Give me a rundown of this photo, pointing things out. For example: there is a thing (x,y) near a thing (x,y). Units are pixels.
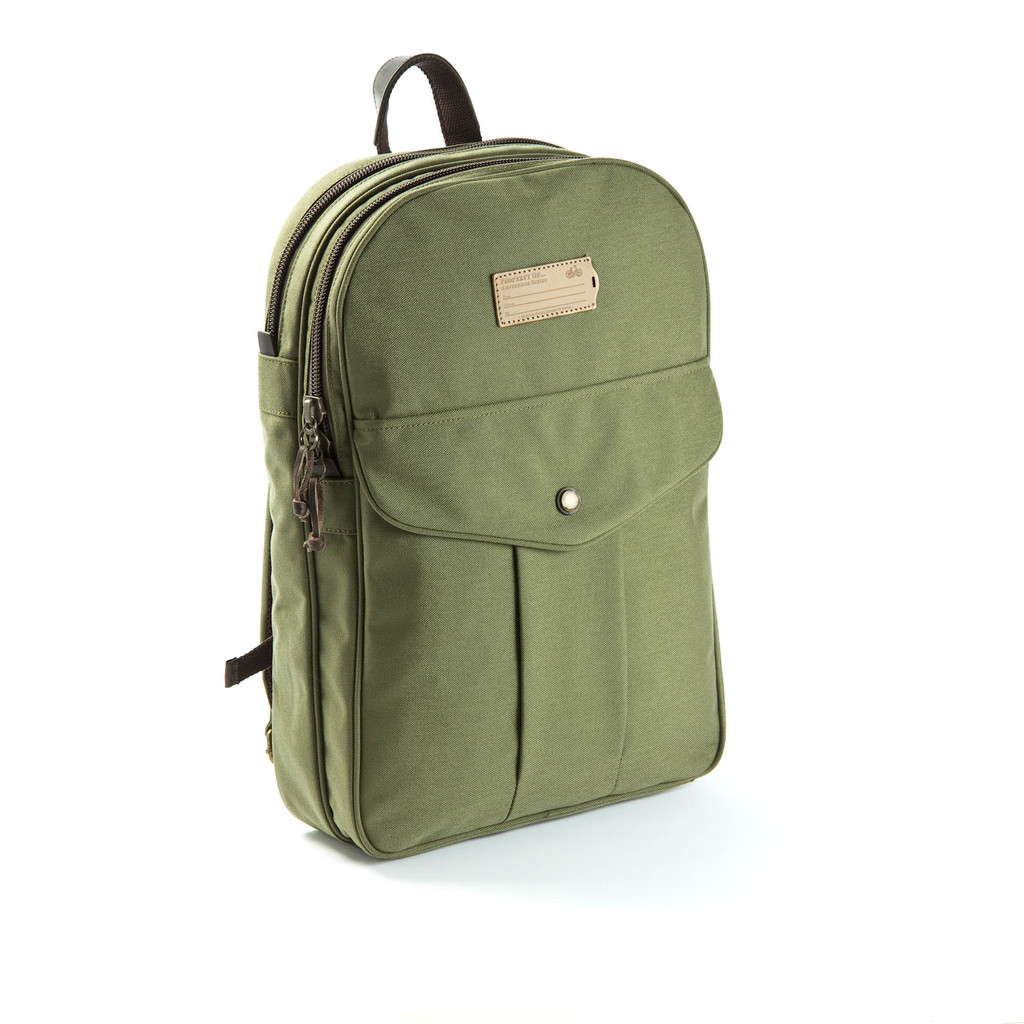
In the picture there is bag (457,274) in army green color and the background (162,134) is white in color.
